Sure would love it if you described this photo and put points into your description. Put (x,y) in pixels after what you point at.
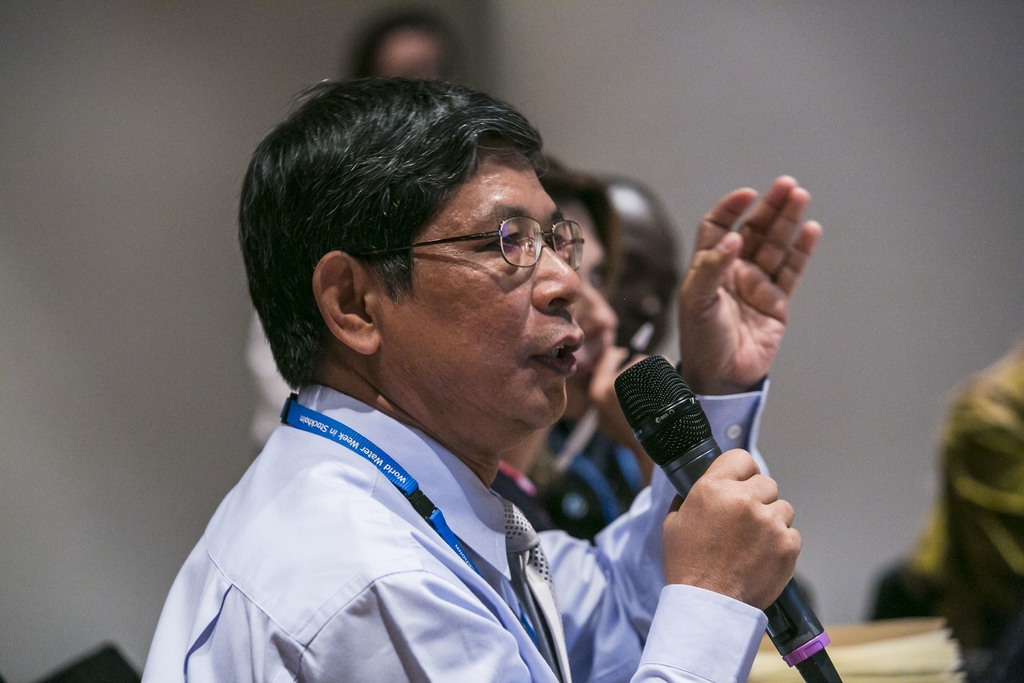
This image consists of a man (303,410) talking in a mic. He is wearing a blue shirt (361,632). There are few more persons (635,226) in this image. In the background (51,281), there is a wall (170,531).
